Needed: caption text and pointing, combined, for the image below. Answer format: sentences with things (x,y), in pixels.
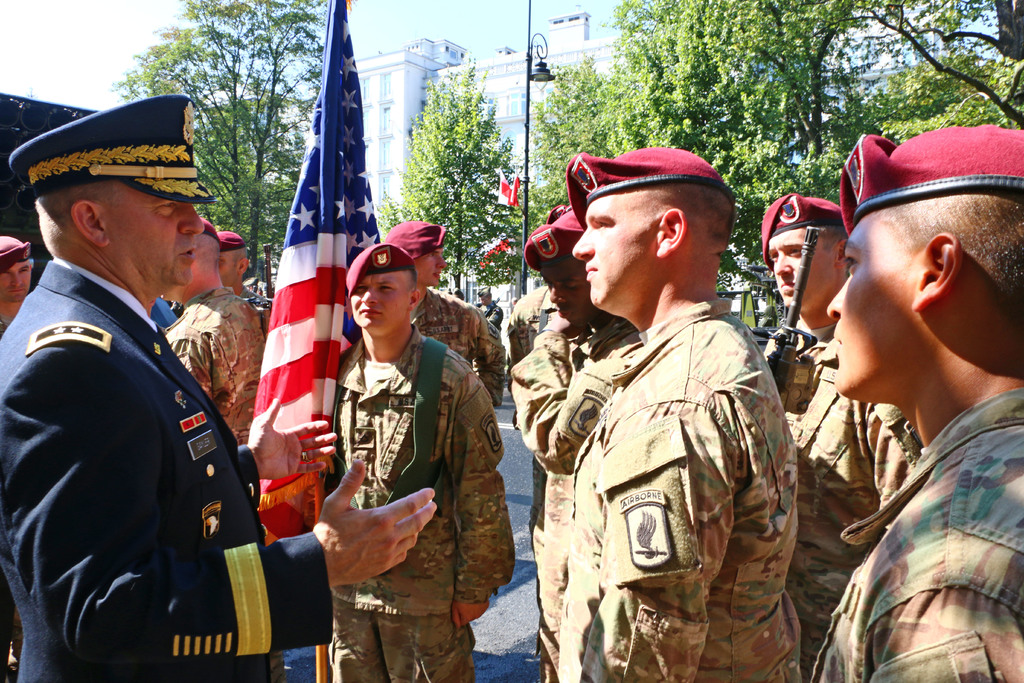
In this picture we can observe some men (409,421) who are wearing brown color dresses (623,462) and red color caps (567,228) on their heads (681,217). On the left side (83,402) there is a man (73,478) wearing blue color dress (152,415) and cap (123,136) on his head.
